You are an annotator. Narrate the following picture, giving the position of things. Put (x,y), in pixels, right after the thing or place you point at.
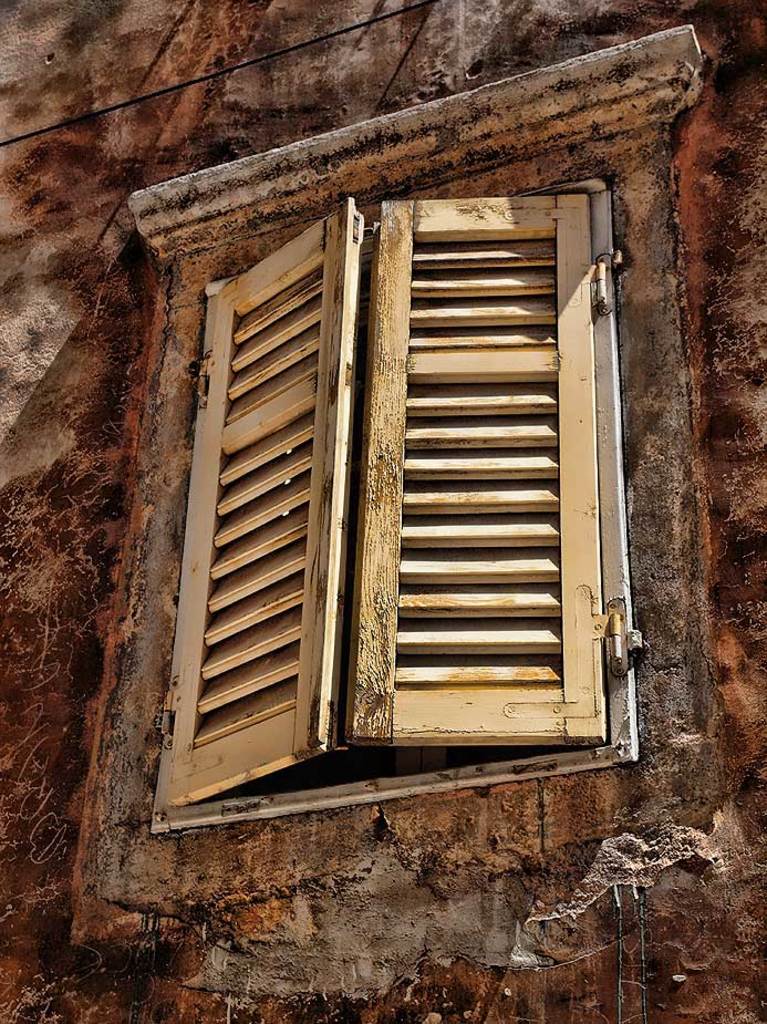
In this picture we can see a window (377,760) and the wall (711,584).
